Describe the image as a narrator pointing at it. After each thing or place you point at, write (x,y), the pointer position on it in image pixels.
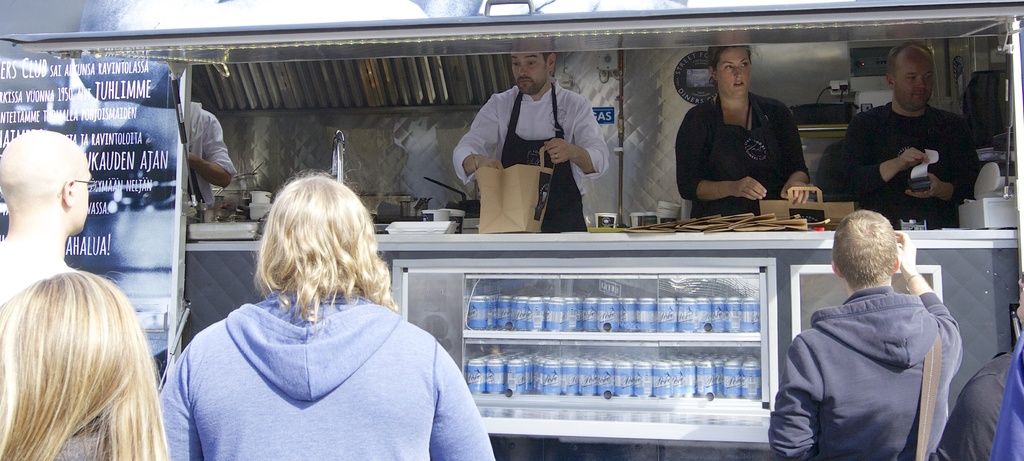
In this image there is a desk (502,279) having a tap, bags (787,212), machine (987,211) and few objects (409,226) are on it. Behind the desk (394,236) few persons (765,155) are standing. A person (553,127) wearing a white shirt (581,128) is wearing apron (562,178). He is holding a bag (522,190). Beside there is a woman (743,159) wearing apron (743,159) is holding a bag (801,207). Right side (954,147) there is a person (894,149) holding a machine (920,188). Bottom of image (479,434) there are few persons (402,430). Left side (114,155) there is a banner (109,217).
